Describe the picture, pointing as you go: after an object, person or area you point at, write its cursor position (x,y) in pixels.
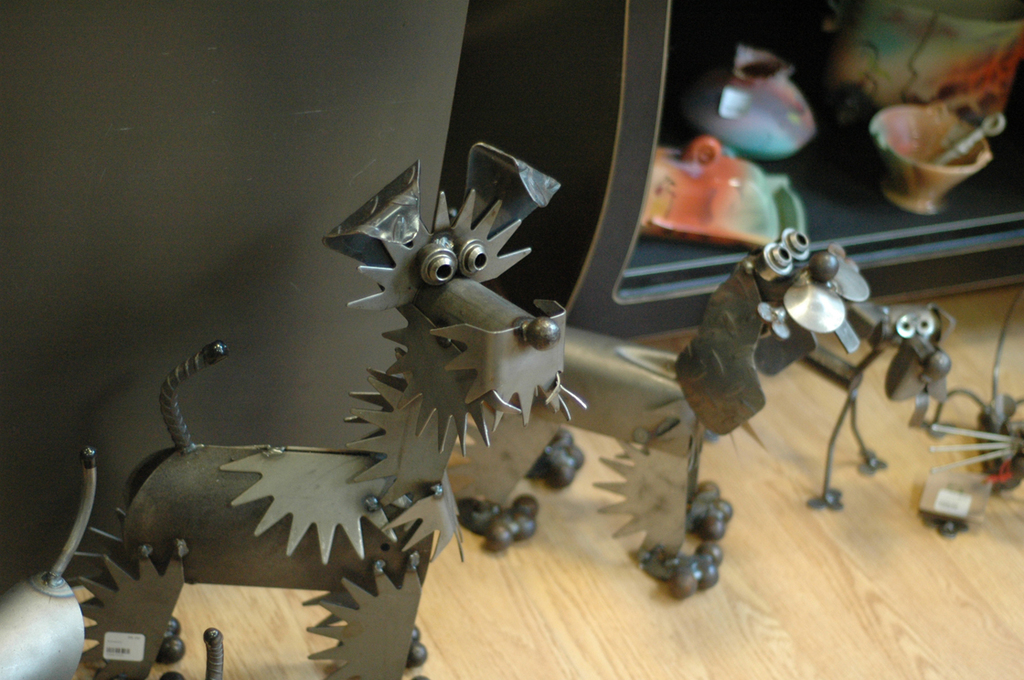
In this image we can see some metal dog sculptures (498,436) and there is a stand (822,218). We can see things (783,212) placed in the stand (649,282).
